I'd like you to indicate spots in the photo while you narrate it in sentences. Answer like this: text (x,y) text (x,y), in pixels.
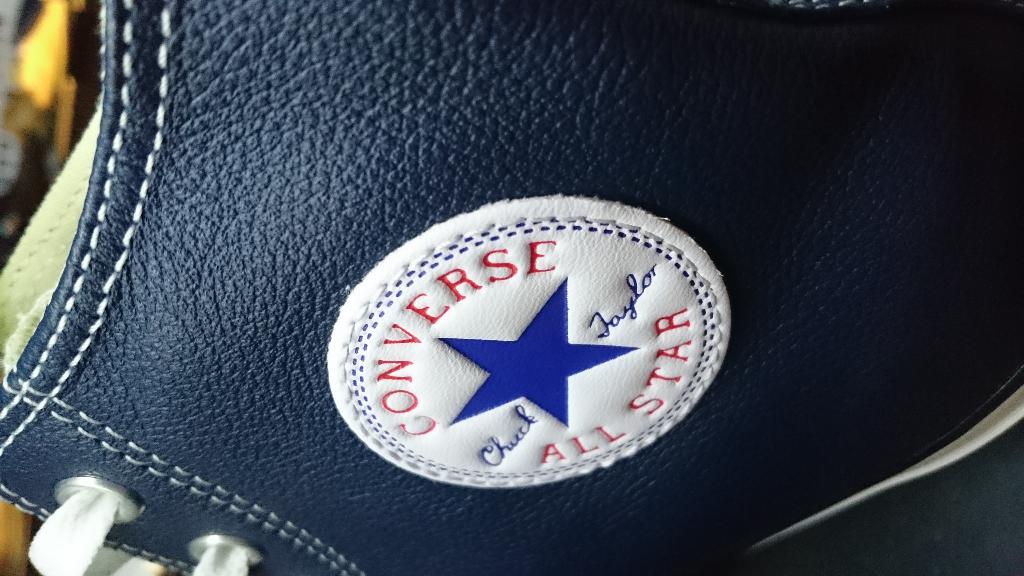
In this image we can see a shoe (340,226) which is of navy blue color on which there is a logo (420,343) of converse all star brand.
